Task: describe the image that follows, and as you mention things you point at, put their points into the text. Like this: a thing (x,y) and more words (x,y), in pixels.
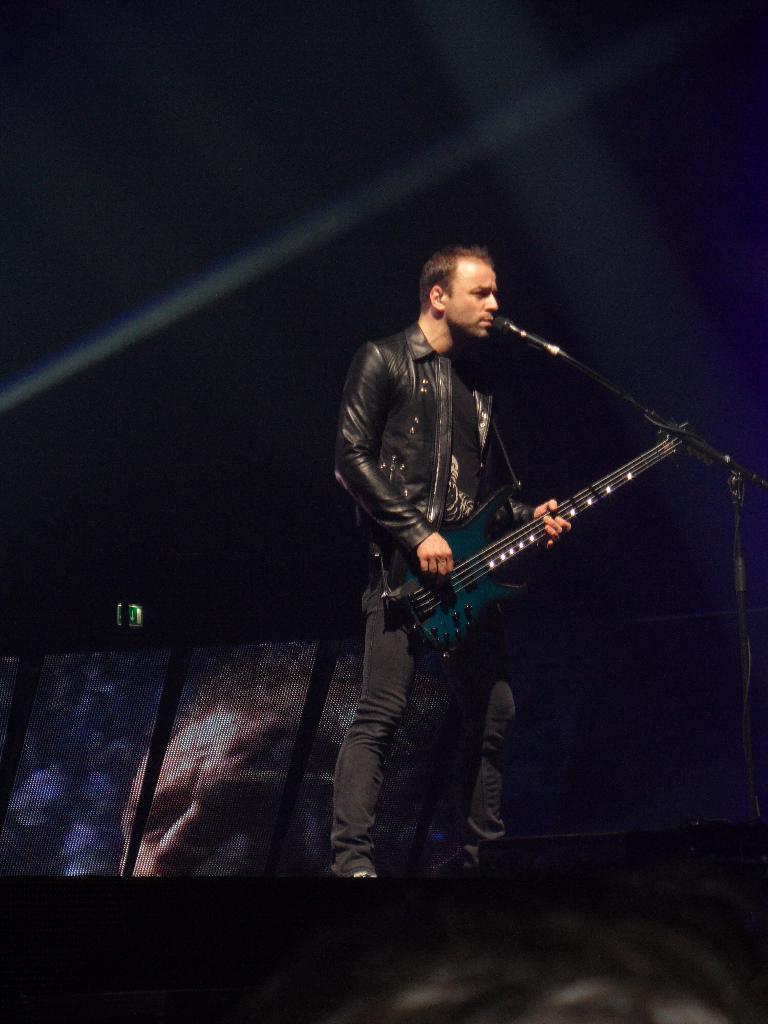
In this image I see a man (370,598) who is holding a guitar (619,470) in his hands (556,522) and I see that he is standing in front of a tripod (725,459) on which there is a mic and I see that he is wearing a black color jacket (394,387). In the background (349,498) I see a screen (287,693) over here and it is dark over here and I see the light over here.
